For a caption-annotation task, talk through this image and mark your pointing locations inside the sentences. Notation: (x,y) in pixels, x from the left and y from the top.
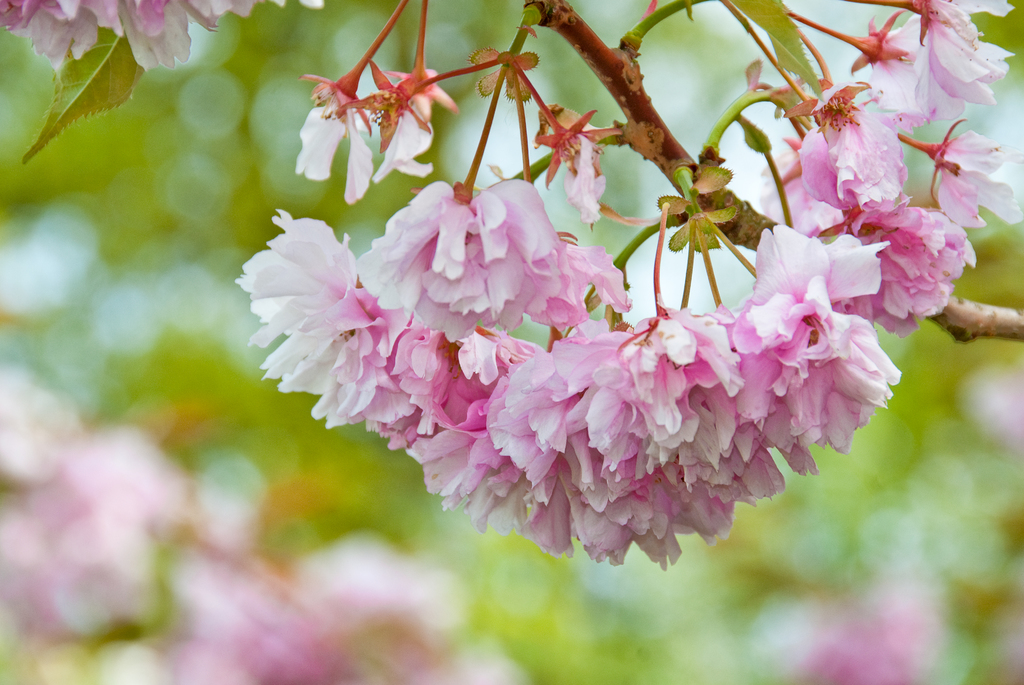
In this image we can see many flowers (774,320) to a tree (757,214). There is a blur background (919,616) in the image.
